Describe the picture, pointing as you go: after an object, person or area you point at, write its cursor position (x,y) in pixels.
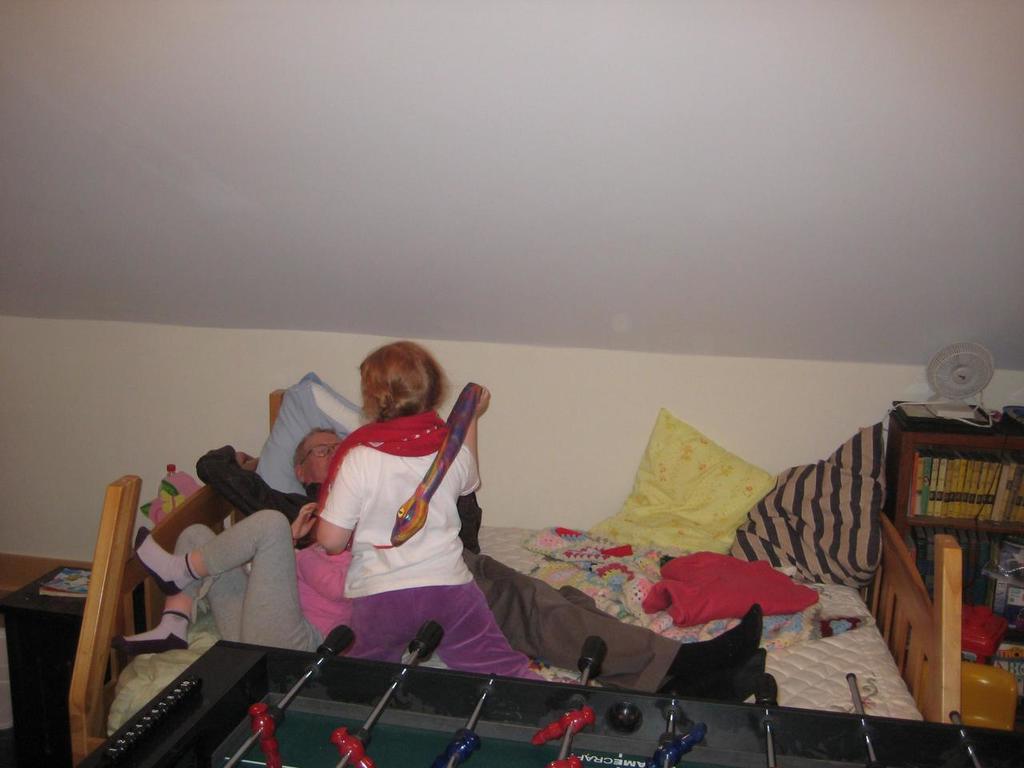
In the center (467,506) we can see few persons (335,517) were lying on the bed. In front (323,744) there is one table (514,733). In the background (561,333) we can see wall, table fan (960,373), rack (958,521), books (961,496), pillow (846,531), blanket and table (140,610).
